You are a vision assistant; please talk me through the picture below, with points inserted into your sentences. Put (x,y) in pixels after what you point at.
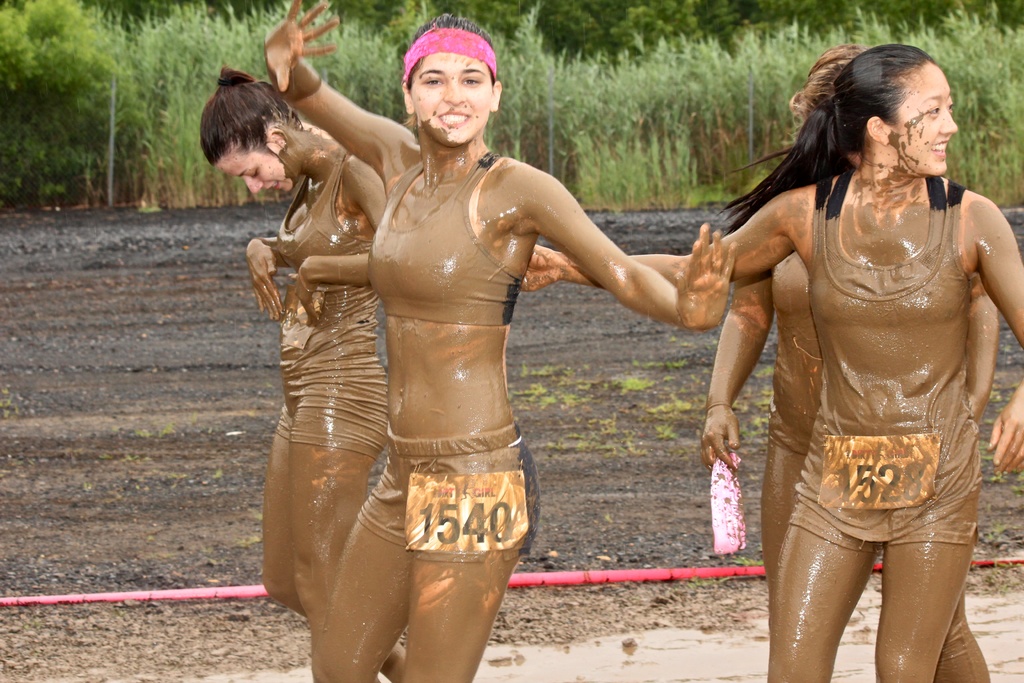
There are women (397,443) in motion and we can see stickers (466,517) on these three women (856,409). In the background (333,68) we can see plants (589,99) and trees (733,23).
